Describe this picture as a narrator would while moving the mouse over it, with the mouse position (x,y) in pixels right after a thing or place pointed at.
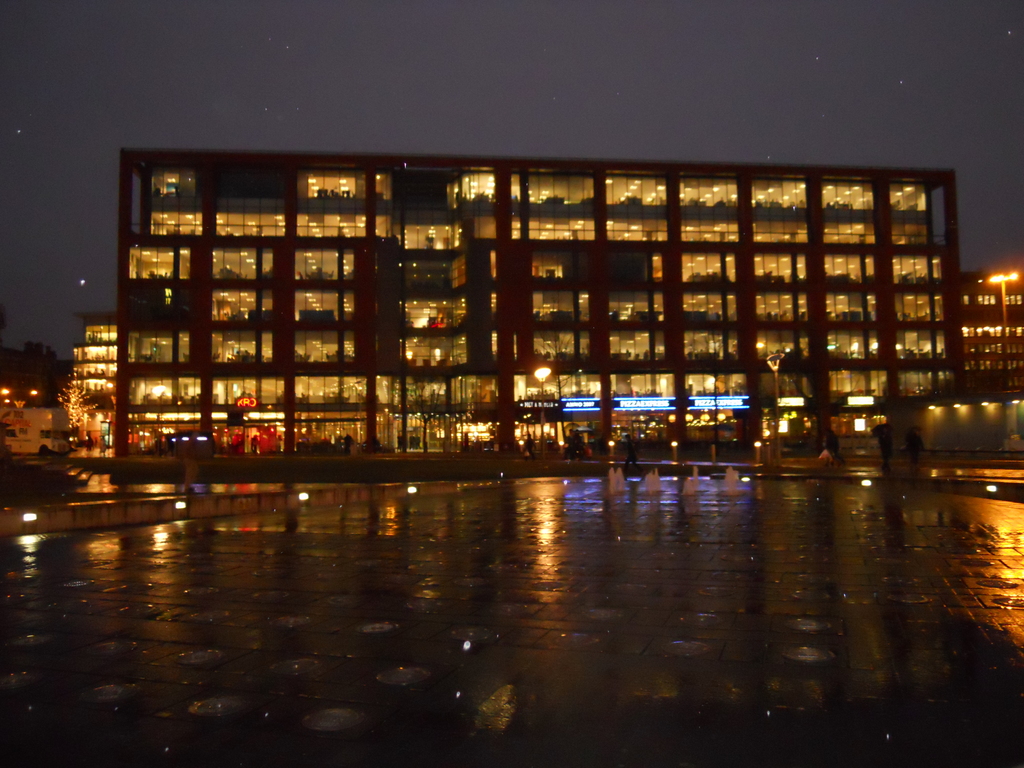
In this image there are buildings (429,369), lights (768,355) and sky (539,111) with the stars (823,116) on it.
